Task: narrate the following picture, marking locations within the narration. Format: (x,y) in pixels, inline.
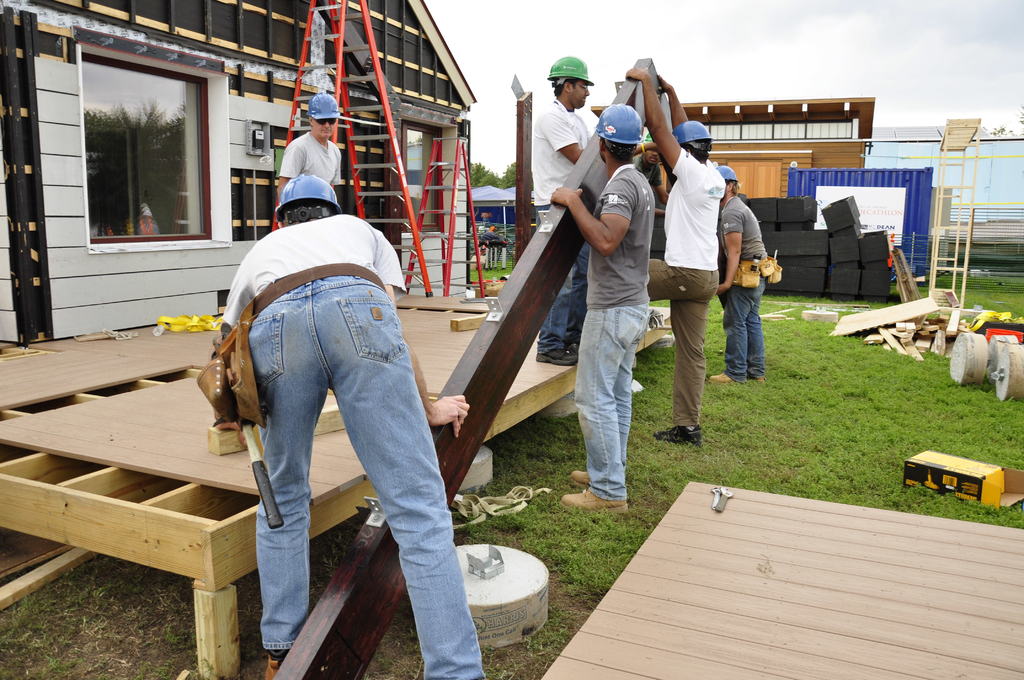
In this image, we can see people (394,340) wearing helmets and bags (228,354) and some are holding a wooden log (353,588) and in the background (166,74), there are sheds (303,110) and we can see stands (935,258), boxes (850,238), trees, a deck (171,441), logs (882,345), card boards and some other objects (956,464) on the ground (975,415) and there is a board (824,200). At the top (713,61), there is sky (724,64).
